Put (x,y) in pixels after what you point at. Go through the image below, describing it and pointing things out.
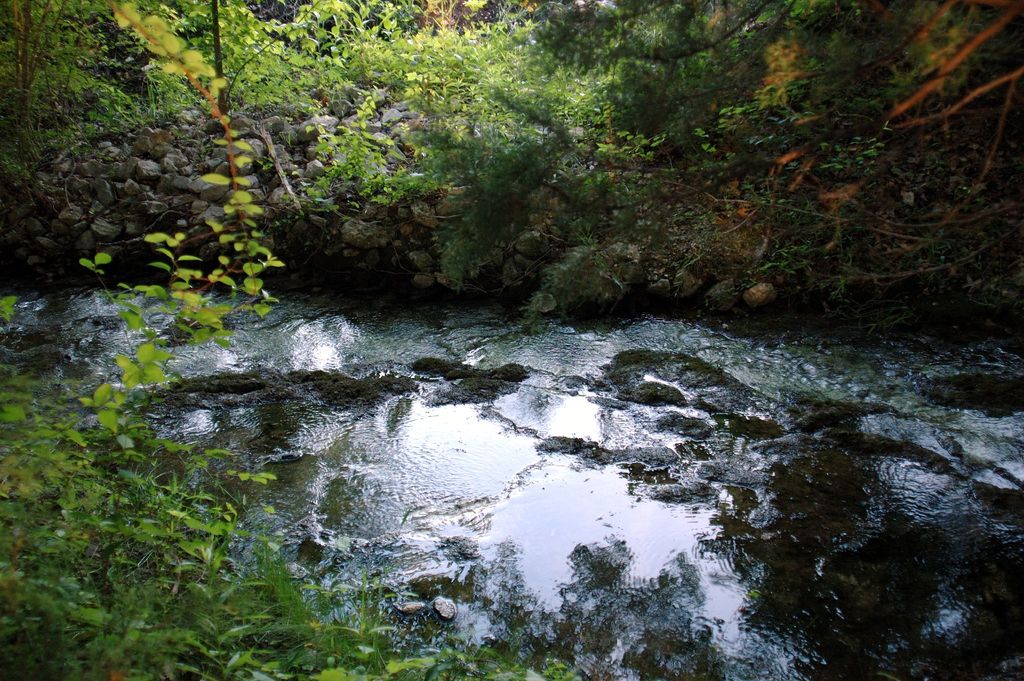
In the foreground of this image (288,628), at the bottom (199,647), there is greenery (257,648). In the middle (580,451), there water (636,414) flowing. At the top (566,182), there is greenery (336,100) and the stones (295,166).
